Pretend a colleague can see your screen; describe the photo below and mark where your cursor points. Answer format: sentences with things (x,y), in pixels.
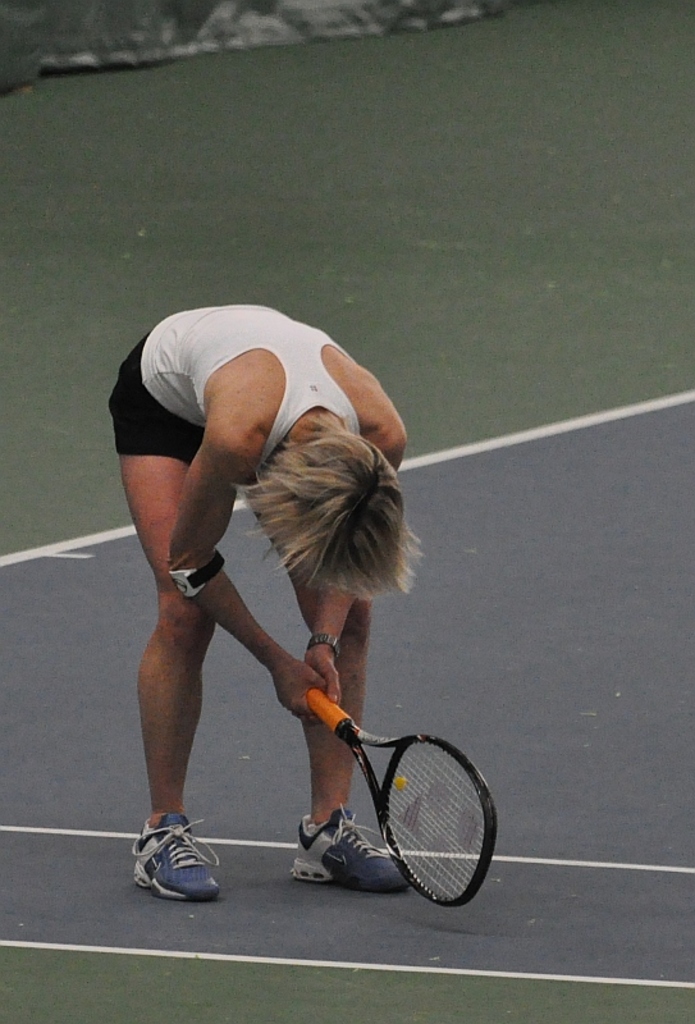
In this image we can see one person (192,871) in bending position and holding a tennis racket (315,699) on the ground (442,84). There is one object (440,24) on the ground (8,136) at the top of the image (51,48).
